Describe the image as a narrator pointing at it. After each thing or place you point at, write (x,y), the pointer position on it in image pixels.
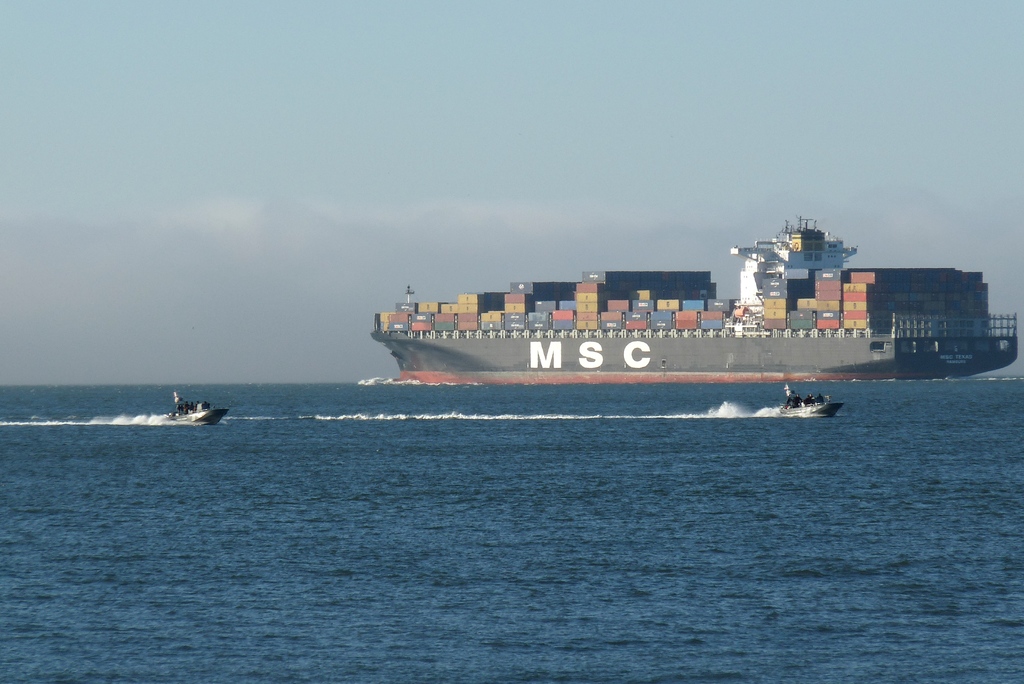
In the picture we can see a ship (608,332) on the water (489,509) and goods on the ship (622,343) and on the ship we can see a name MSC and just beside it, we can see two other boats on the water (797,635) and the water (600,506) is blue in color and in the background (466,196) we can see a sky (835,228).
